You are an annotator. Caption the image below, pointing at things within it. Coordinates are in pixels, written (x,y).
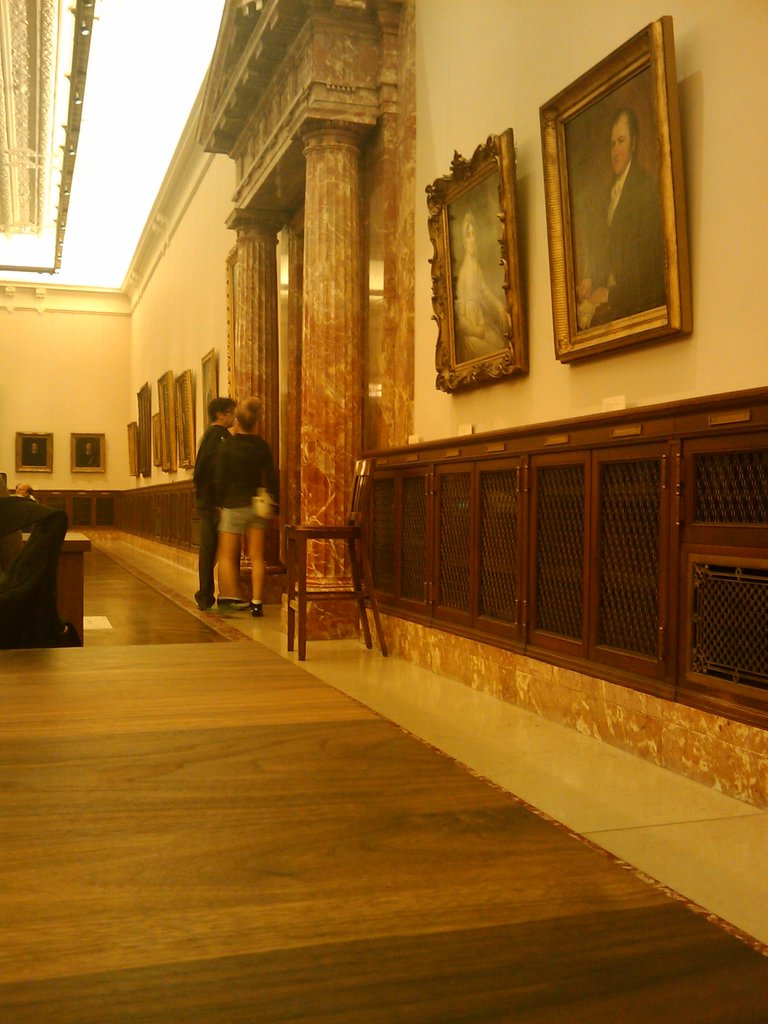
In this image there are two persons (212,491) standing on the floor (229,618). On the right side (741,285) there is a wall (428,329) on which there are photo frames (572,331). At the top (154,135) there are lights (65,174). On the left side (33,604) there is a person (41,572) sitting beside the desk (67,594). There are so many photo frames (144,414) attached to the wall (150,343). There is a stool (295,535) in the middle (317,561), Beside the stool (309,596) there are pillars (277,277).
